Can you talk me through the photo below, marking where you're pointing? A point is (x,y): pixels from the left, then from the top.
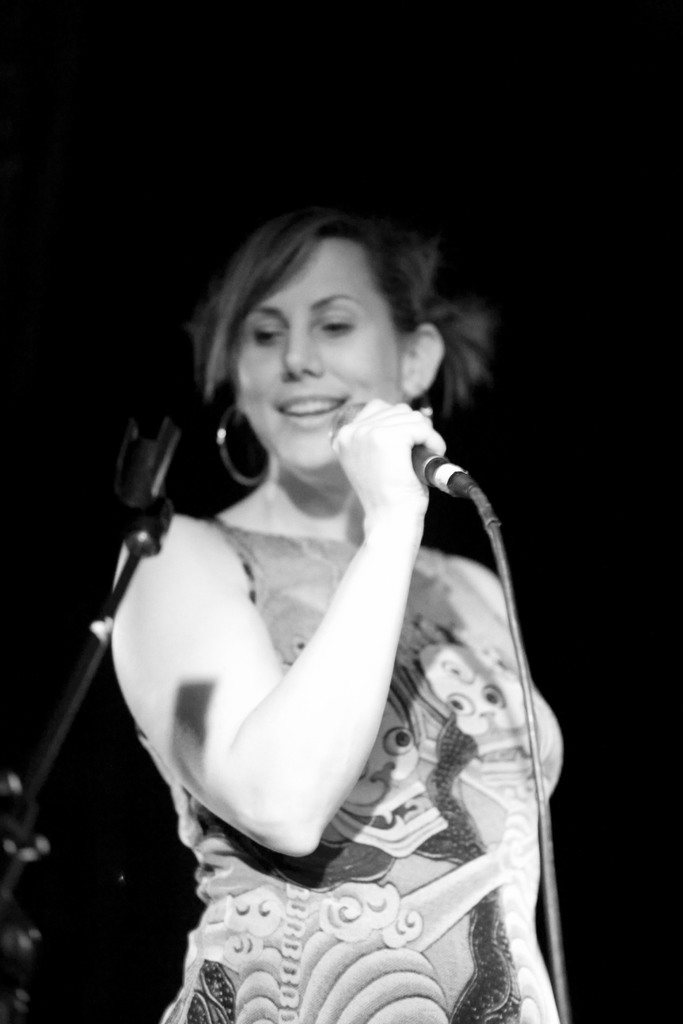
In this black and white picture there is a woman (464,683) standing. She is holding a microphone (430,475) in her hand (417,492). To the left (100,640) there is a microphone stand (29,813). Behind her it is dark.
